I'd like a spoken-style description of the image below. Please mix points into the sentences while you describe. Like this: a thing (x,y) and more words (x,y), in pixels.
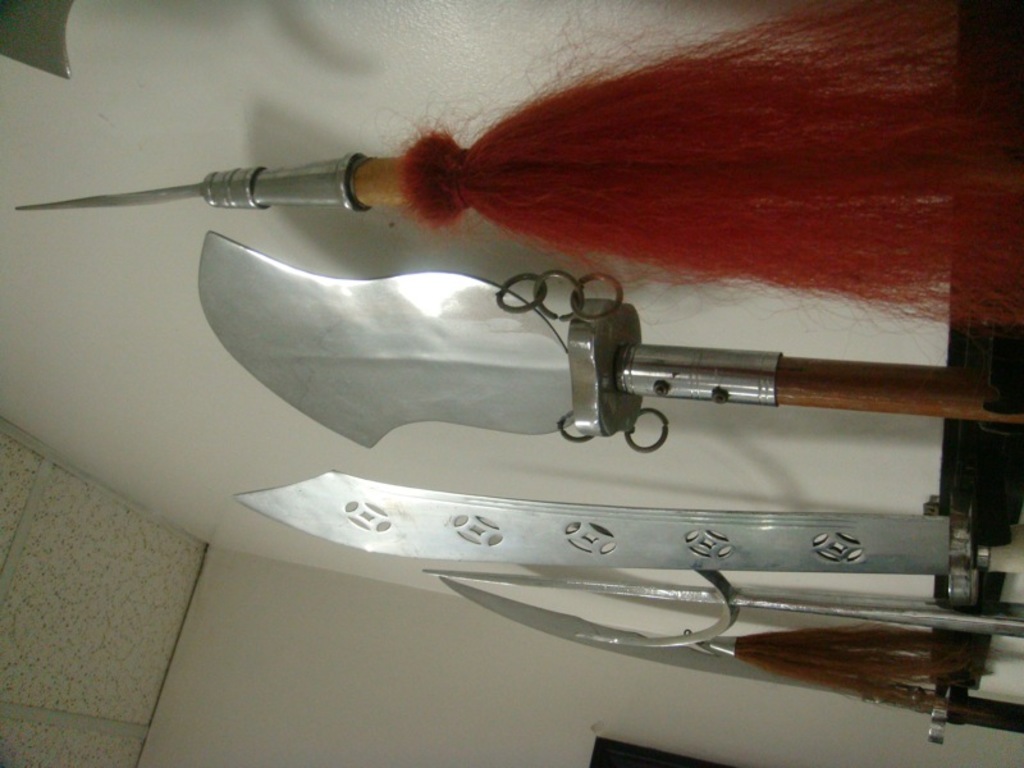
In this image I can see few steel objects (614,630). Background (348,124) I can see the wall (104,313) in white color.
